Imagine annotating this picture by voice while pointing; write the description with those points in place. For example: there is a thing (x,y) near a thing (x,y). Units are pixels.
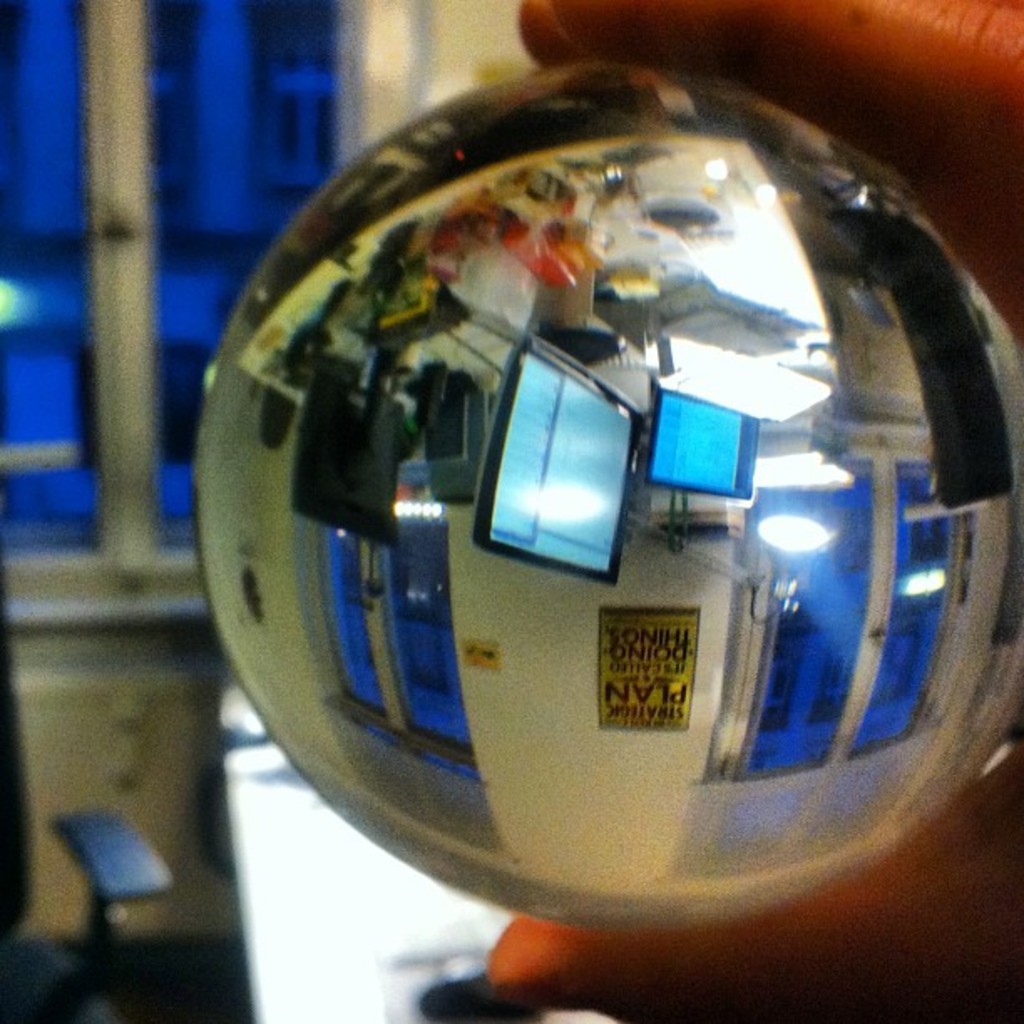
In this picture we can see a person's hand (883,926) is holding a ball (879,833) and we can see the reflection (873,813) of monitors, wall (655,780), windows (801,756) and some objects (634,701) and in the background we can see some objects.
